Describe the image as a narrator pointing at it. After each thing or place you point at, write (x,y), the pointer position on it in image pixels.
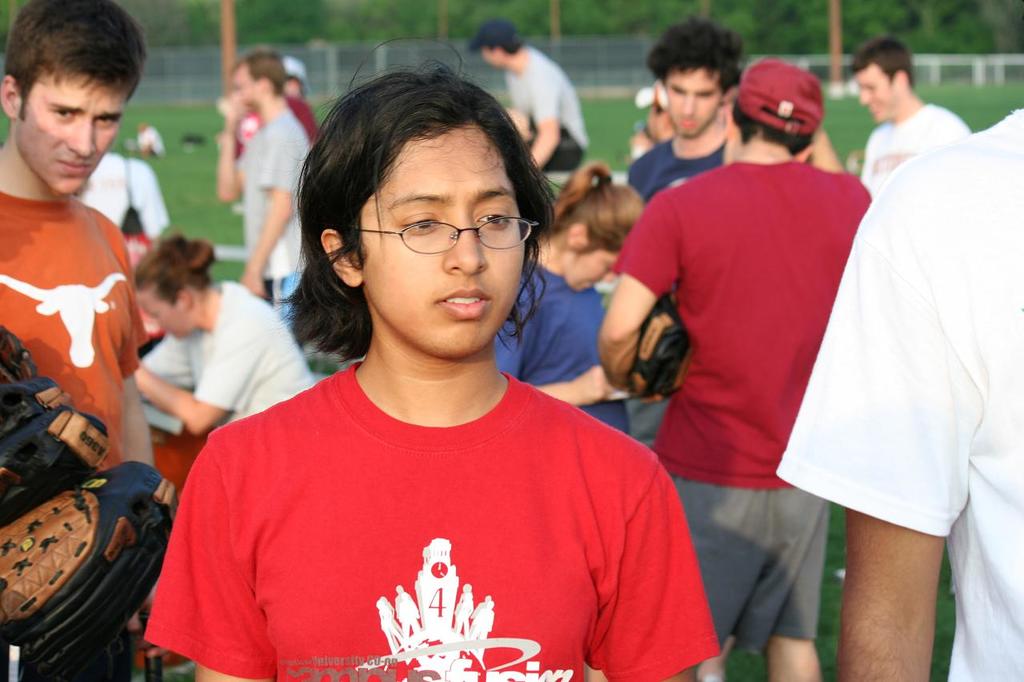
In this image in front (896,593) there are people (645,414) standing on the surface of the grass (828,620). At the back side (595,87) there is a metal fence (351,59). At the background (287,10) there are trees (273,22).
